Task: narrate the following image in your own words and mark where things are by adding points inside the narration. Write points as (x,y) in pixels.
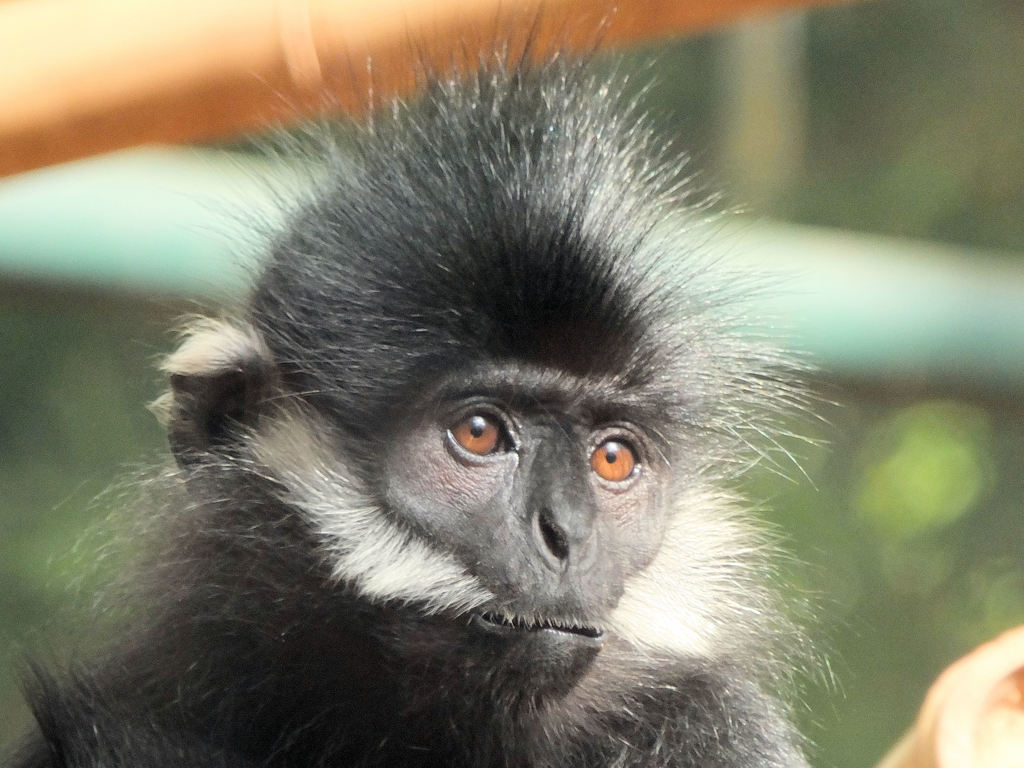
In the image a monkey (347,456), white, gray and black in color and the background (894,316) is blurred.
